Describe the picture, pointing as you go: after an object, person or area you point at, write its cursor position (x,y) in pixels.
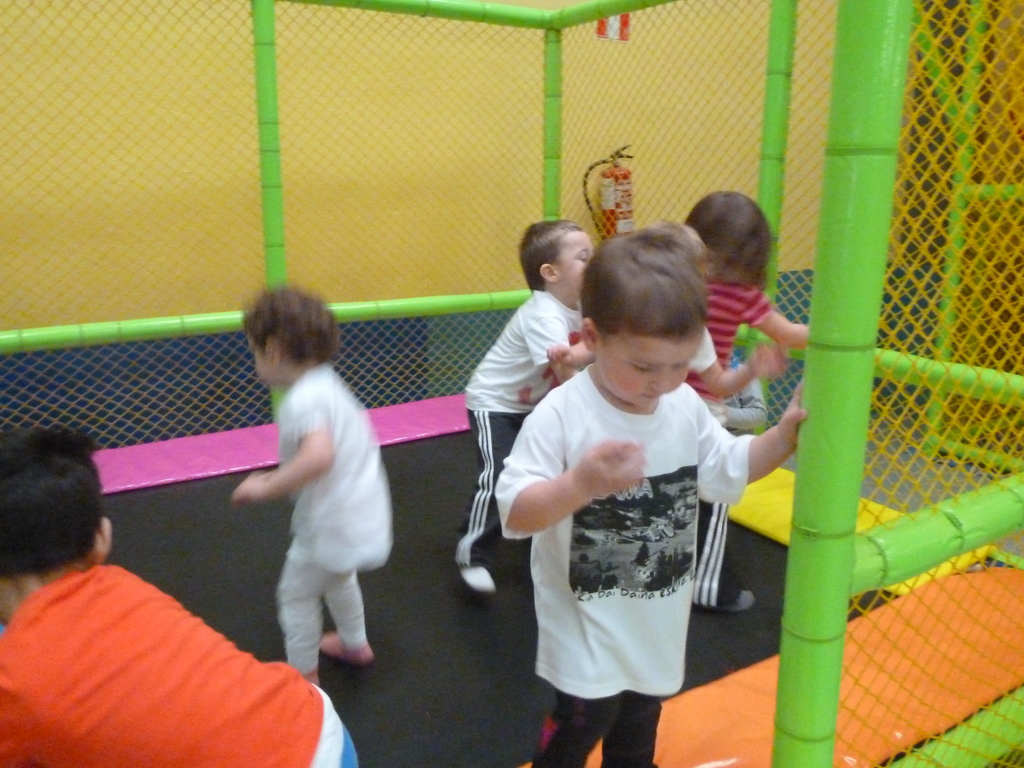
This image consists of children (240,748) playing on a trampoline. And there is a net (754,112) around the trampoline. In the background (668,127), there is a wall (591,196) and we can see a fire extinguisher (626,215) on the wall (638,219).
